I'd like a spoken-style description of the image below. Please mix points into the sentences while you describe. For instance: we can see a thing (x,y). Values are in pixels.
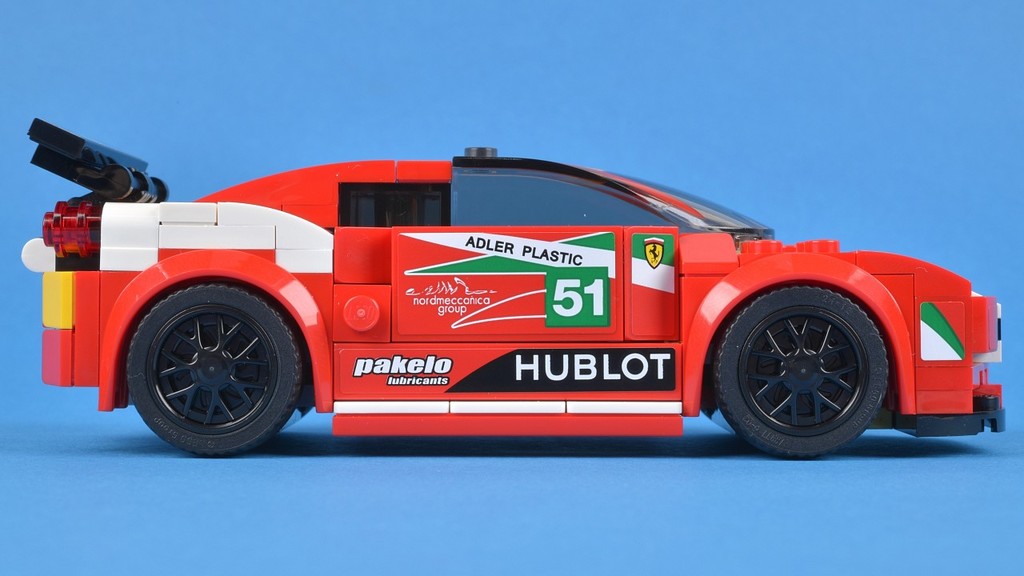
In this image there is a car toy (590,324) on the blue color surface (562,478).
